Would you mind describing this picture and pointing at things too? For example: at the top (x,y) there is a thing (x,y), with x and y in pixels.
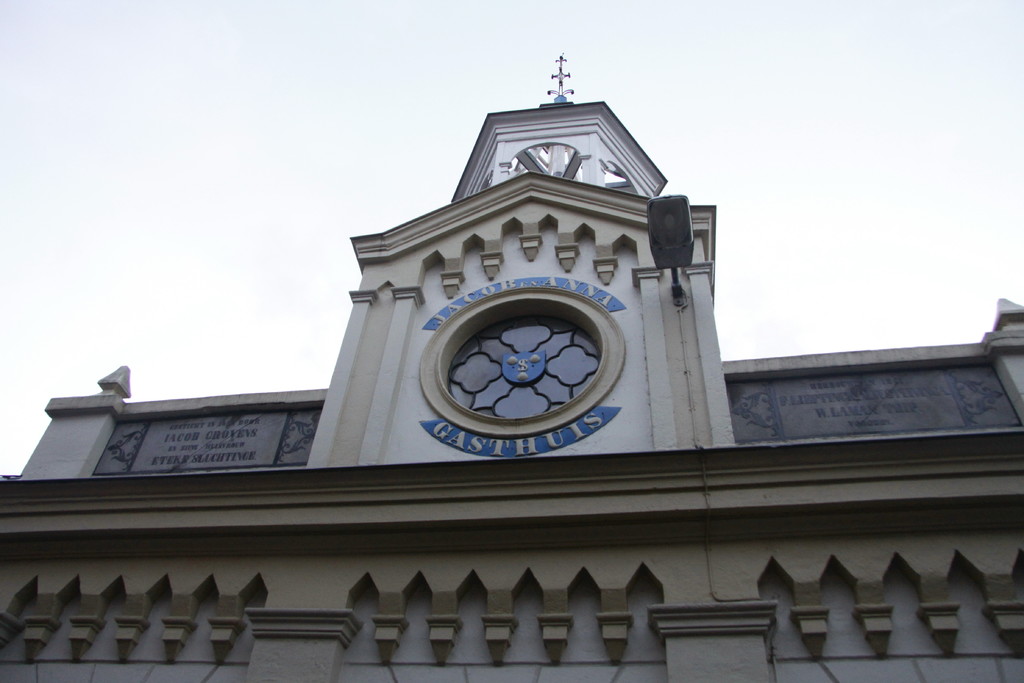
Here we can see a building (536,423). In the background (971,314) there is sky (954,184).
